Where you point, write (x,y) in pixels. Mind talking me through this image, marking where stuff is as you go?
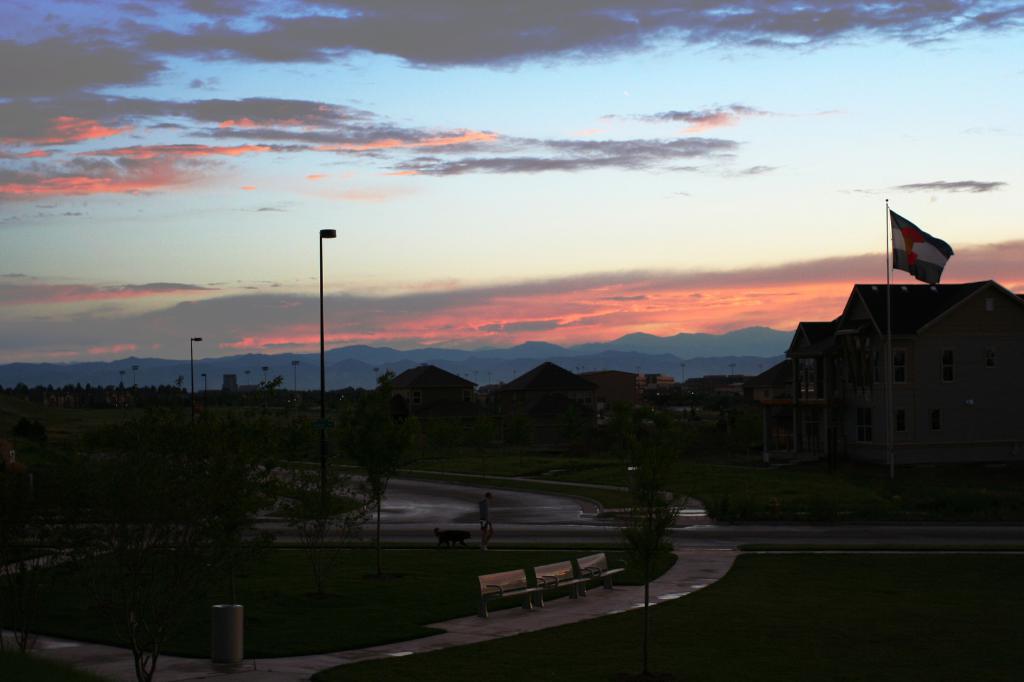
In the center of the image (472,385) there are buildings (915,367), poles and trees (101,390). At the bottom (581,586) there are benches (513,595) and a bin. We can see a man (482,544) and a dog (457,537). In the background (352,345) there are hills (624,349) and sky (376,270).
